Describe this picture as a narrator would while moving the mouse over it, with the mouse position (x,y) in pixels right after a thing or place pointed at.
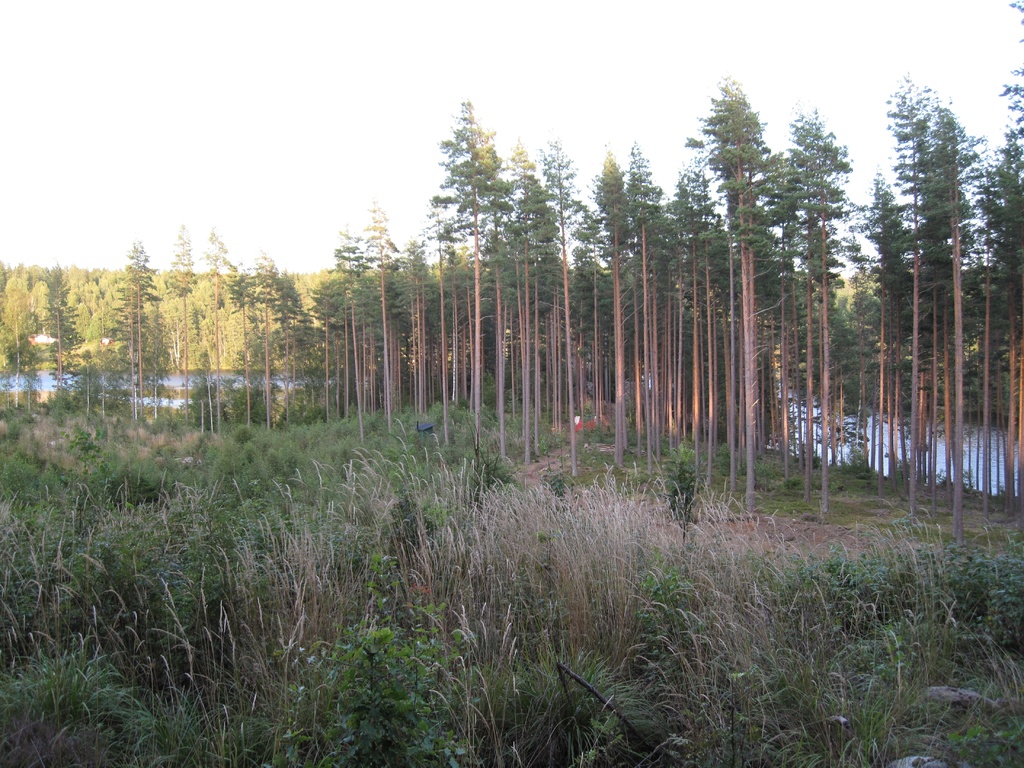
In this image we can see a group of trees (286,406), plants (285,447), grass (463,635), water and the sky (344,217) which looks cloudy.
